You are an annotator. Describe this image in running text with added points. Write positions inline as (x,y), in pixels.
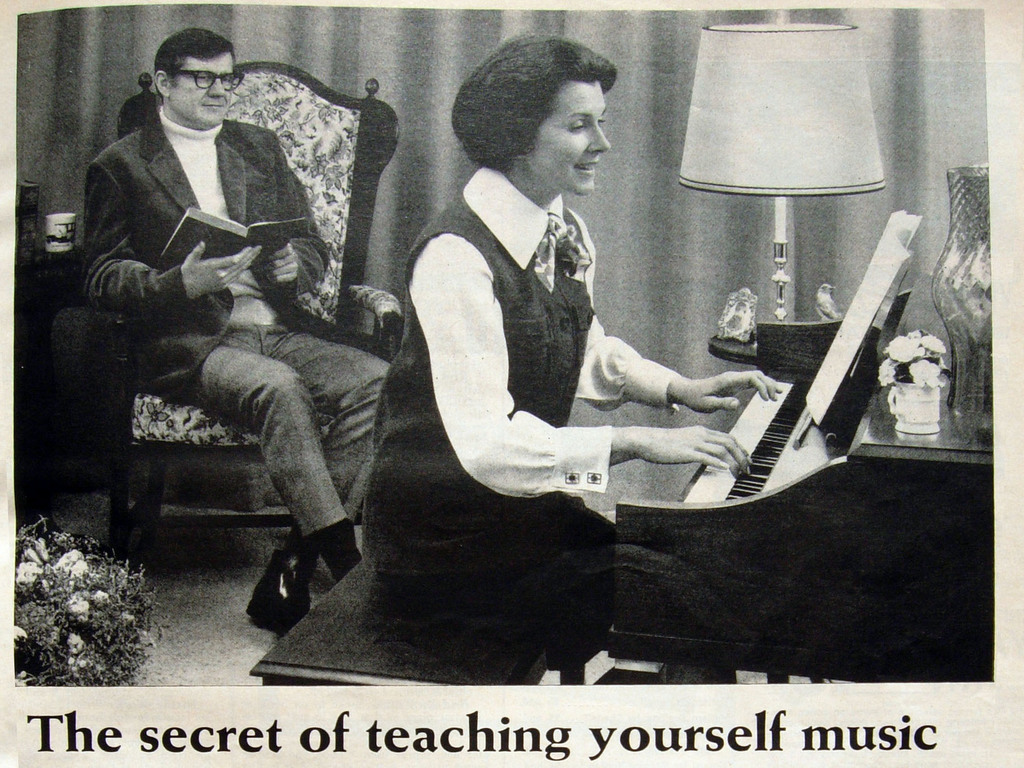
In this picture there is a man (300,386) who is sitting at the left side of the image (323,187) on the sofa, and there is a lady (536,94) who is sitting at the right side of the image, she is playing the piano (784,396), there is a glass pot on it, there is a lamp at the right side of the image (784,280) and a flower pot (88,637) at the left side of the image (62,647), the man (102,240) is reading a book (277,247).
